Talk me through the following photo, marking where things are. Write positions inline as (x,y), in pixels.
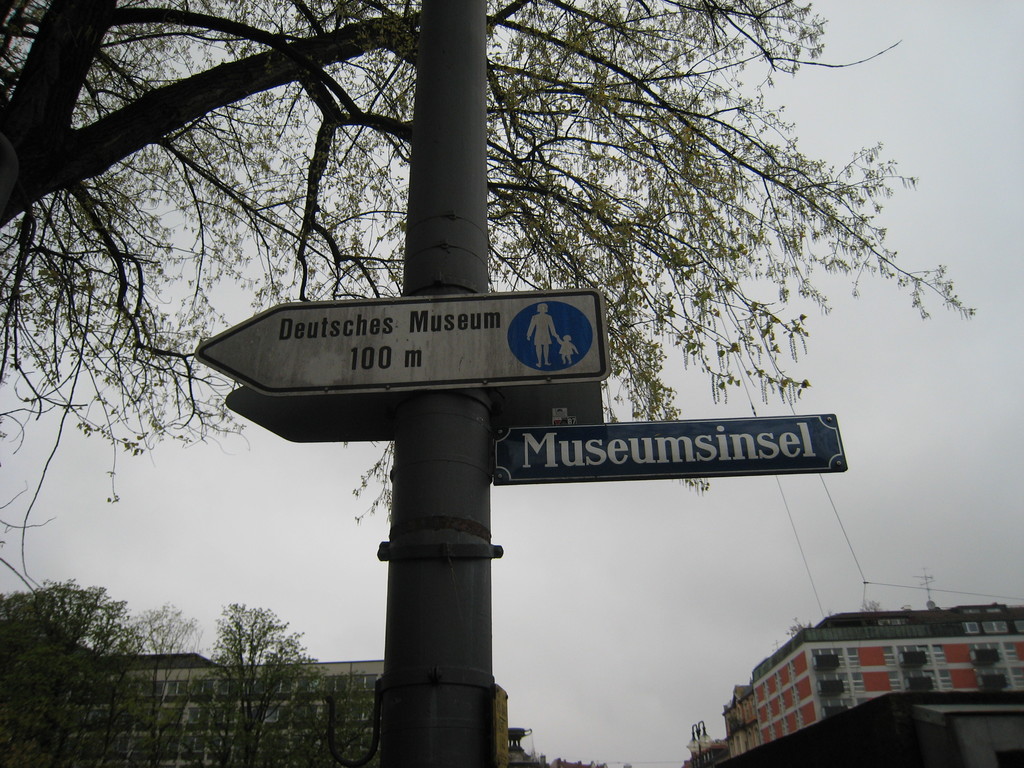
In this image we can see many trees (9,600). There is a sky (909,168) in the image. There is a pole (454,570) and few directional boards (553,399) attached to it. There are few cables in the image.
